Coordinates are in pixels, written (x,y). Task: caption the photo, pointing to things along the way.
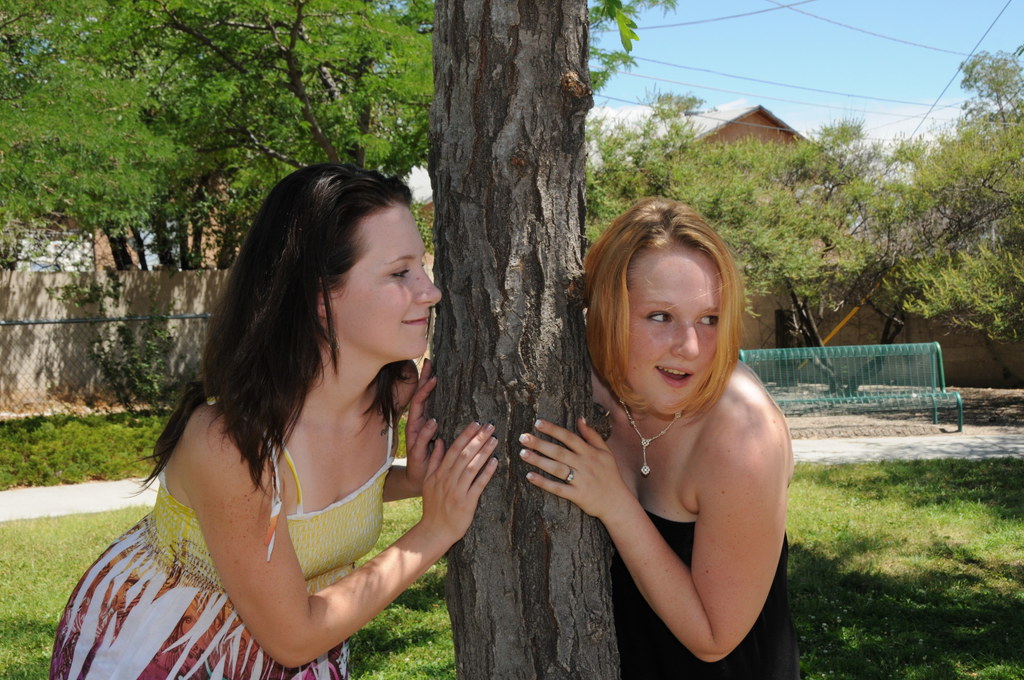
In this image we can see two women (590,334) are standing. We can see a bark (537,384) of a tree (557,380) in the middle of the women (643,531). In the background (794,366), we can see a bench (879,364), grassy land (930,497), fence (66,370), buildings (730,134), wires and trees (608,178). At the top of the image (801,50), we can see the sky (779,40).
